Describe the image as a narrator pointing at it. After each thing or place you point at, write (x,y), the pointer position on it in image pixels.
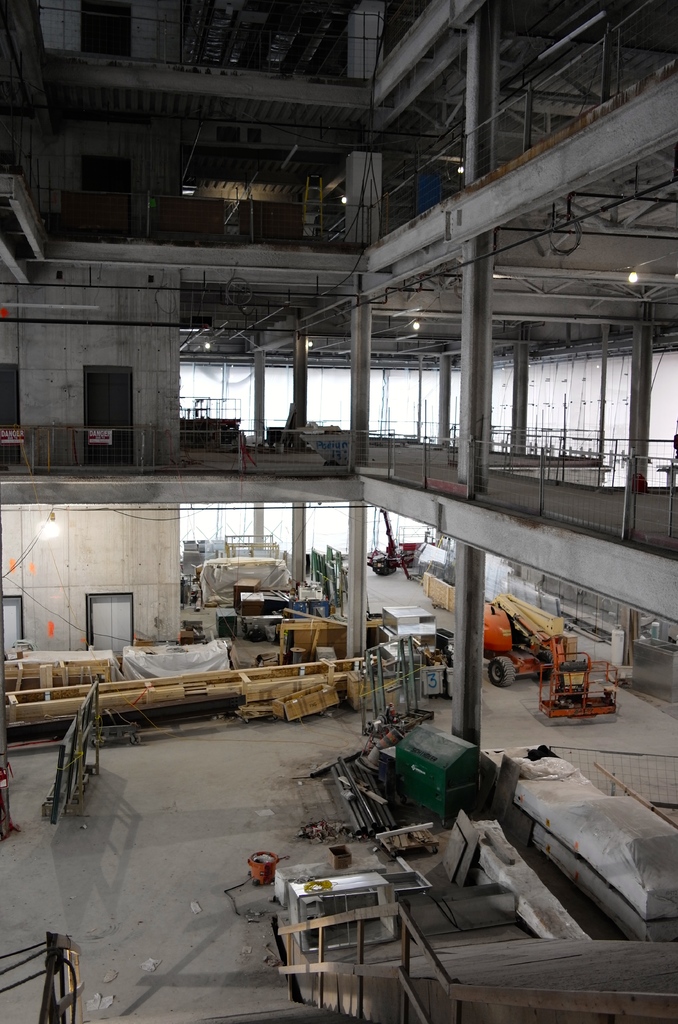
This image is clicked from a top view. There are machines (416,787), wooden planks (308,693), vehicles (503,625) and many objects (385,844) on the floor (232,843). To the left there are doors (110,612) to the wall (82,388). At the bottom (380,1003) there is a staircase (370,1004). To the right (506,471) there is a railing (394,459). There are lights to the ceiling (377,334).
